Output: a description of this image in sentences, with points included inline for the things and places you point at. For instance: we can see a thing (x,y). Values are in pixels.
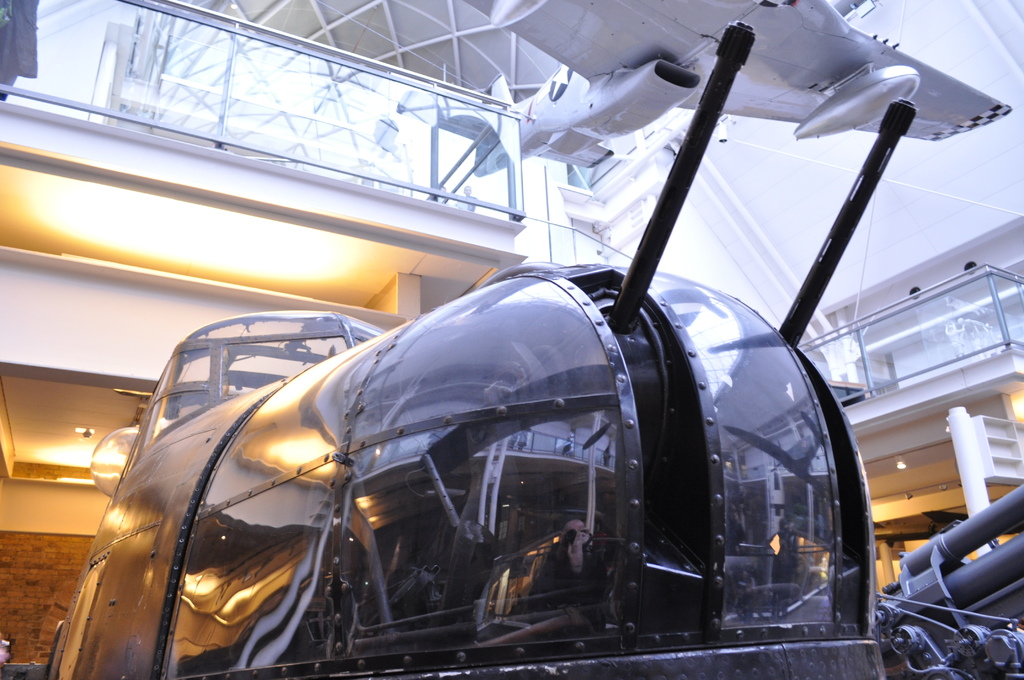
In this picture I can see inner view of a building (354,20) and I can see aircraft (564,148) and looks like an aircraft (440,446) at the bottom of the picture (719,509).
